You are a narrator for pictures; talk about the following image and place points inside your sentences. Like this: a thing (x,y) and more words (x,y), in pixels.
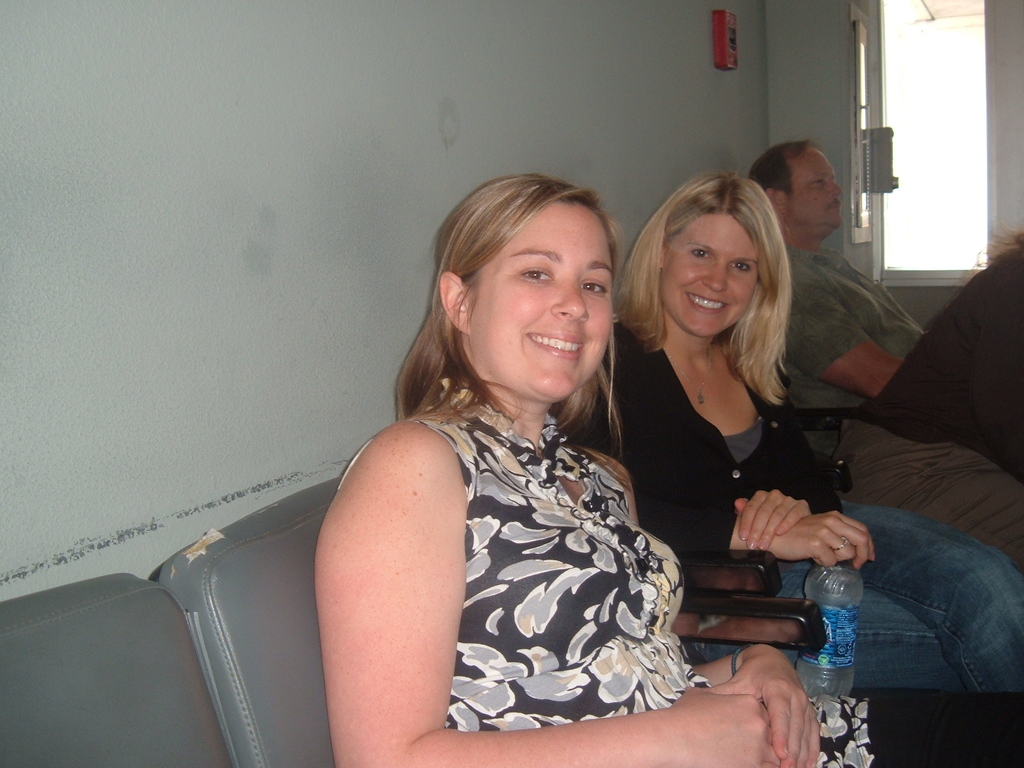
There are 4 people (755,480) sitting on the chair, 2 of them are women (608,471) smiling.
